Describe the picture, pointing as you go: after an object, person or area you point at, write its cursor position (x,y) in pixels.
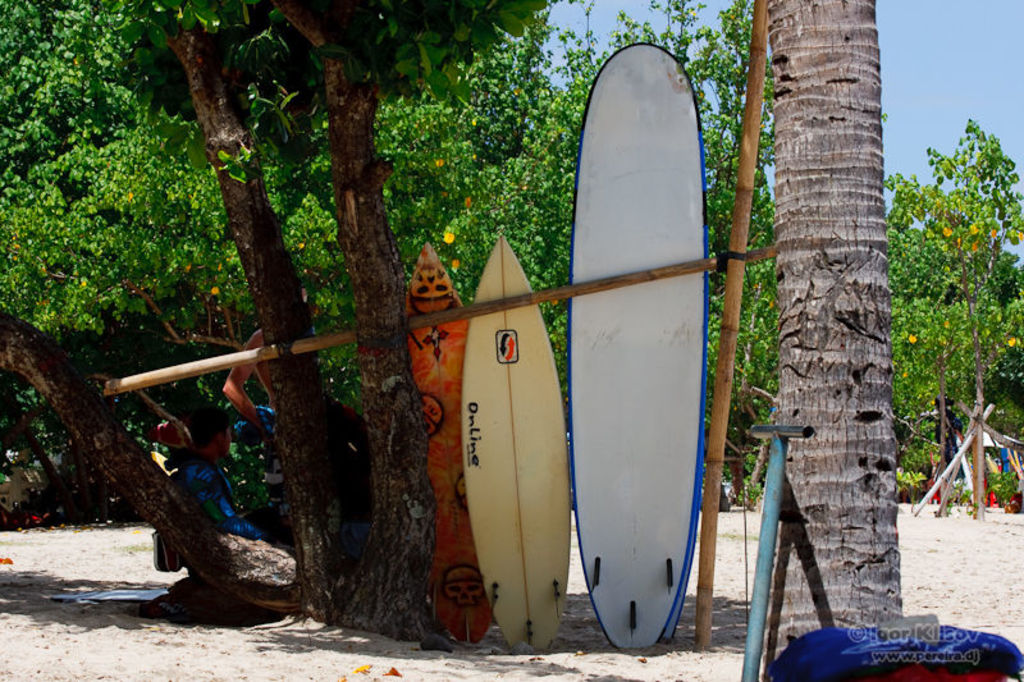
In this picture there are some surfing board (436,307) beside the tree trunk (393,313). In the background (347,323) there are many trees (407,230).
